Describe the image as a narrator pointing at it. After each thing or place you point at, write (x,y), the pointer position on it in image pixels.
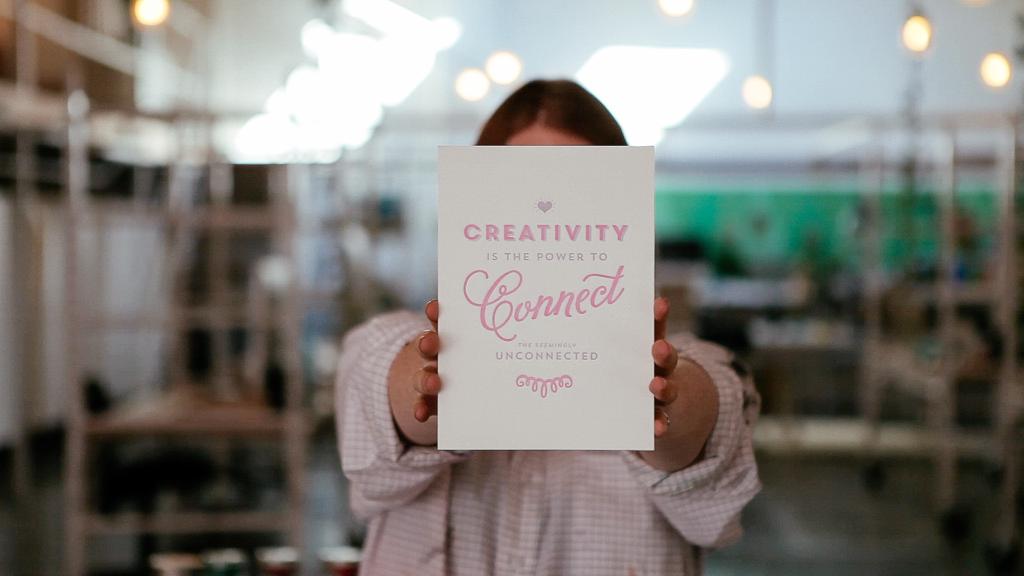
In this picture there is a person (507,514) holding a sheet (580,300) which has something written on it and there are some other objects (656,228) in the background (286,248).
